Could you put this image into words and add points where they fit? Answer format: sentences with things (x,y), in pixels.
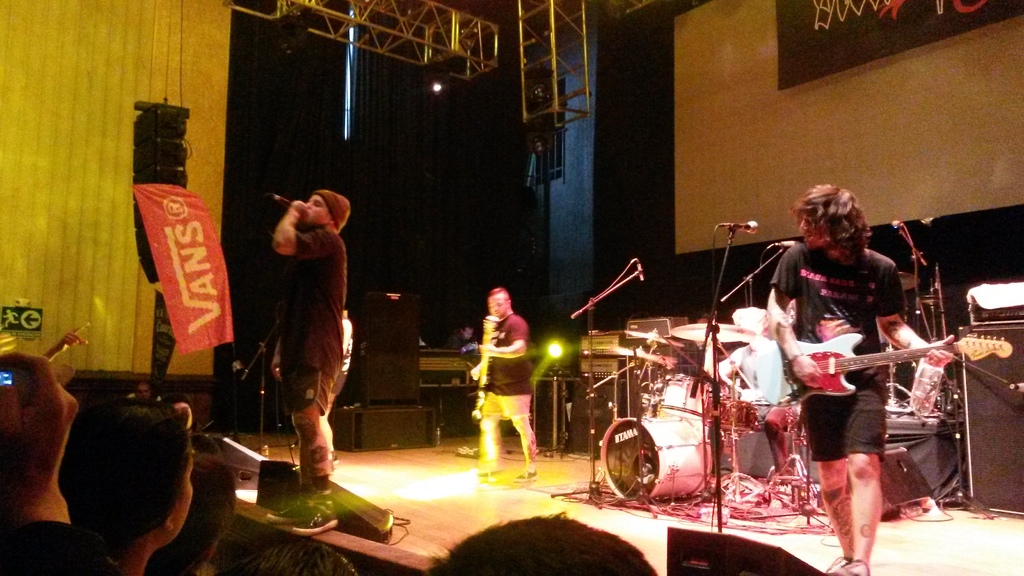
This picture show two men (837,298) playing guitar (877,363) and a man (749,370) seated and playing drums (720,412) we see a other man (286,393) standing and singing with the help of a microphone (289,202) and we see audience (104,536) watching them.
